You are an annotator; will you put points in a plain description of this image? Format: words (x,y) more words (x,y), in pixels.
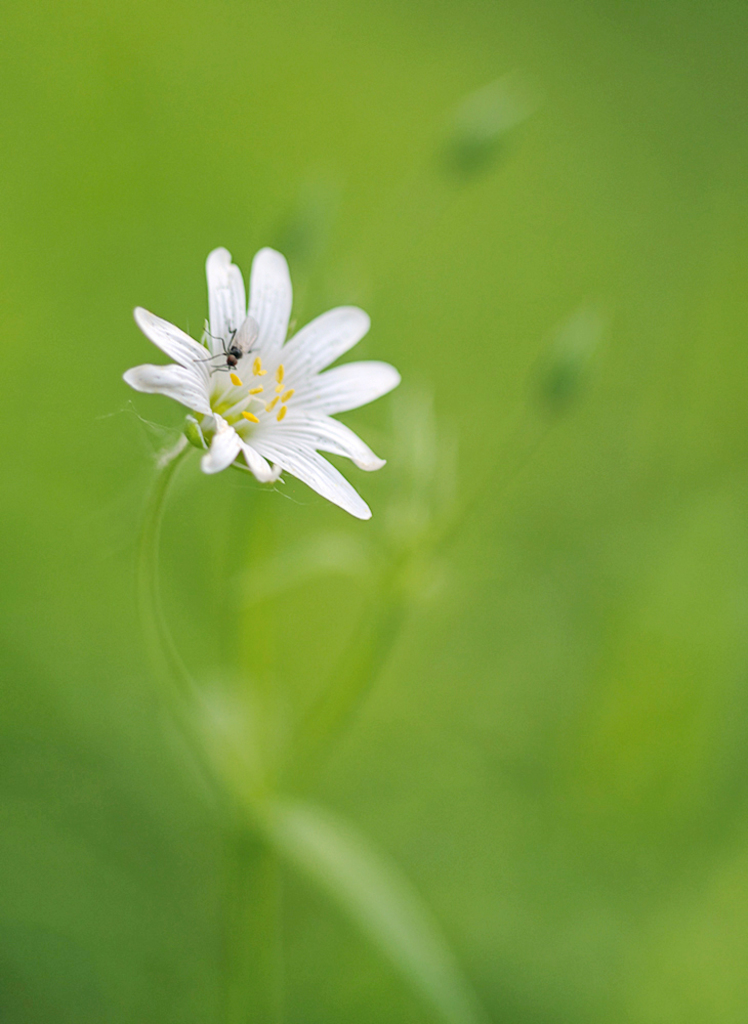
In this image I can see a flower (222,448) which is white and yellow in color and a insect (233,351) on the flower (238,327) which is black and white in color. In the background (485,479) I can see a plant (389,531) which is green in color.
